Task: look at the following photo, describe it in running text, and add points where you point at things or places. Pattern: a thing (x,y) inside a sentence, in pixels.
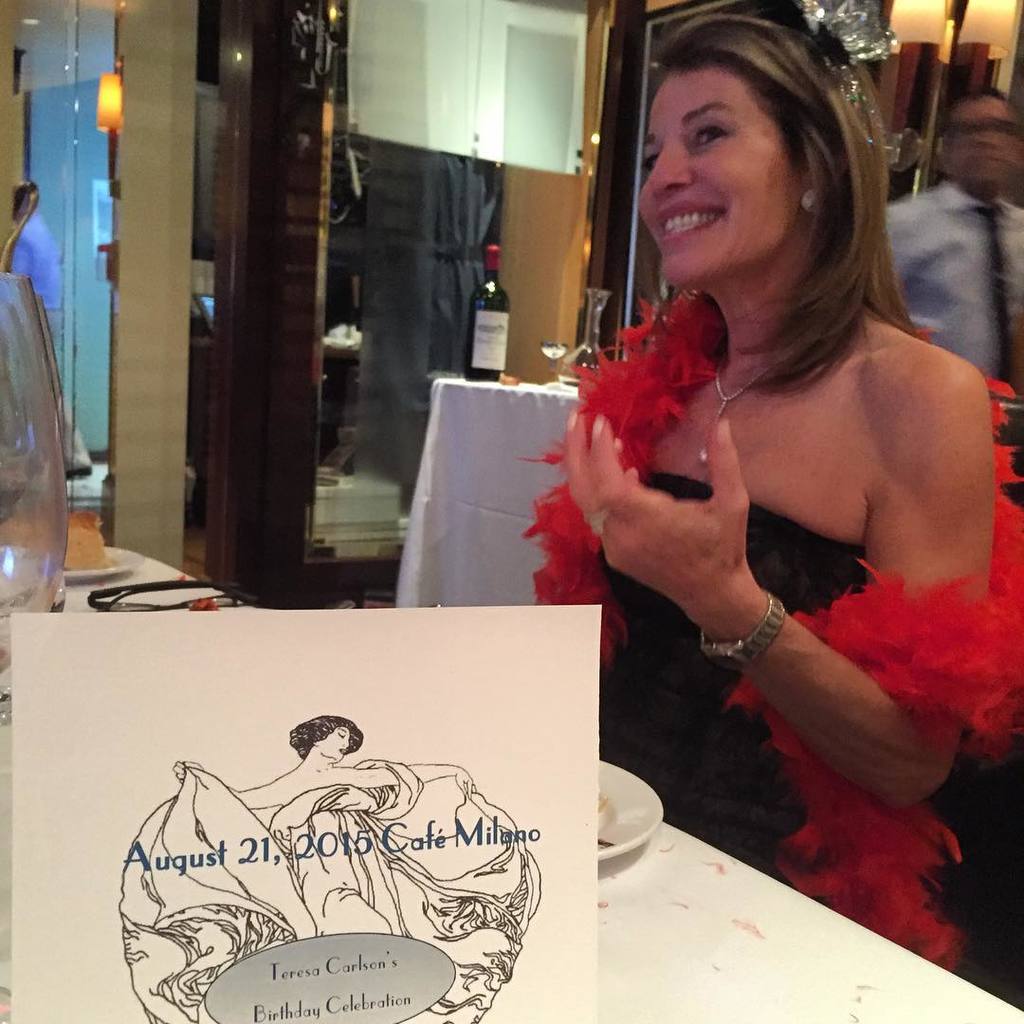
Here we can see a woman (1021,580) and she is smiling. This is table (693,958). On the table (723,973) there is a board (394,847), plate (617,822), and a glass (53,573). There is a bottle (489,267) and this is cloth (453,542). In the background (992,121) we can see a man (980,305).
